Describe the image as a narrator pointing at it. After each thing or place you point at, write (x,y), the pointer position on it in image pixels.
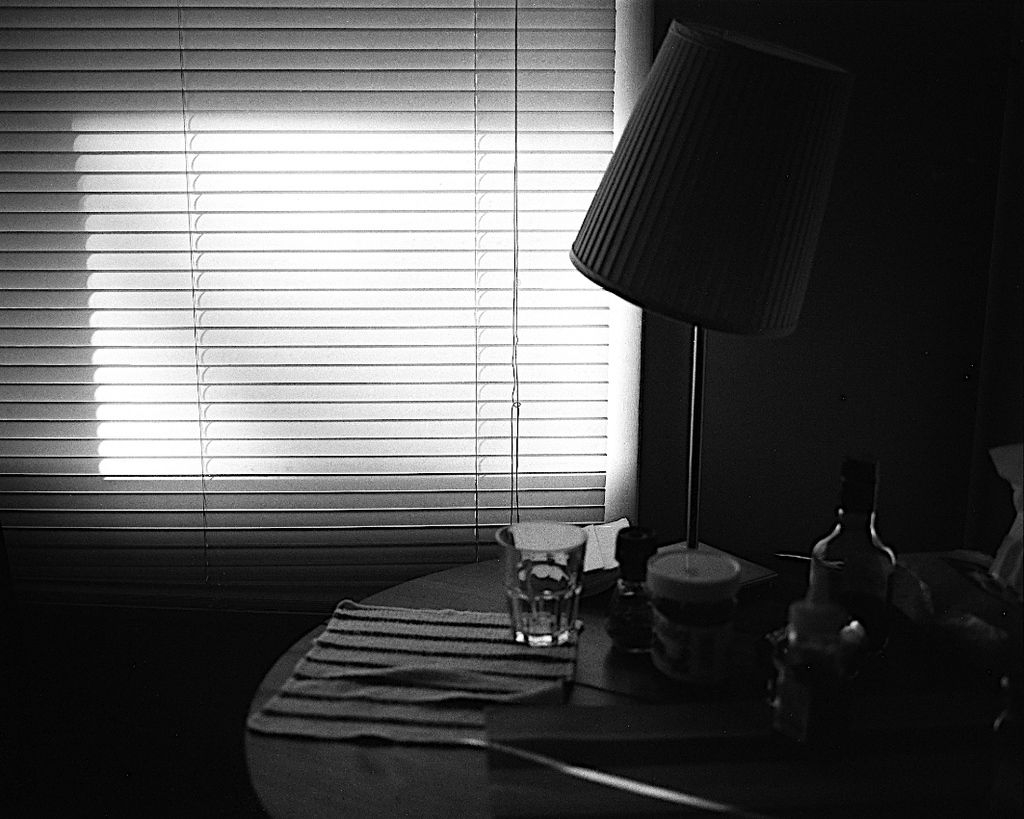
This is a black and white image. Here I can see a table (458,801) on which cloth (451,676), glass (518,608), bottle (860,540), lamp (698,470) and some more objects (678,650) are placed. At the back of this table (478,582) I can see a wall (648,380) along with the window (224,329).
